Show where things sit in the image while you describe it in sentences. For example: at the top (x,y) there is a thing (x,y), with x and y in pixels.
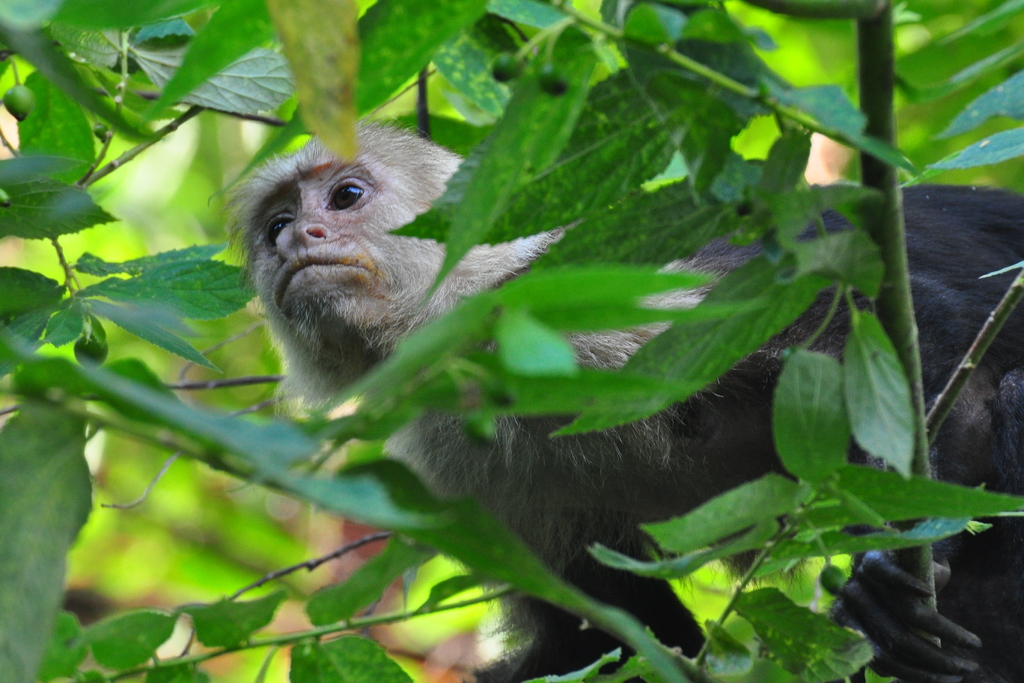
In this image I can see the monkey (611,496) which is in brown and white color. It is on the tree (187,34). The tree (190,267) is in green color.
